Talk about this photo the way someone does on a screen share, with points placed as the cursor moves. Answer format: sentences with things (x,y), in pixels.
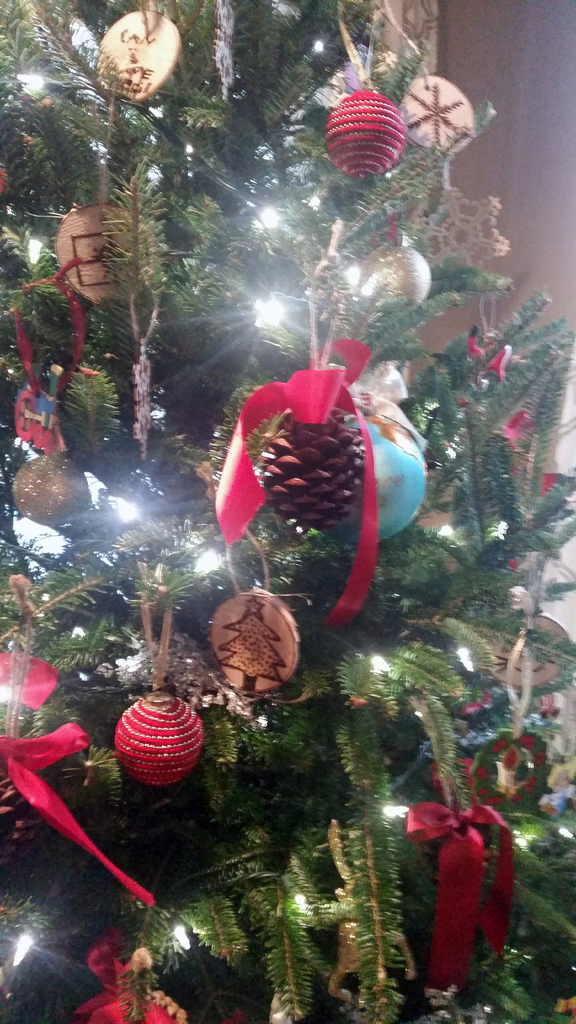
The picture consists of a decorated christmas tree (244,344), on a tree (191,450) there are lights (204,556), ribbons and other objects (304,473).
